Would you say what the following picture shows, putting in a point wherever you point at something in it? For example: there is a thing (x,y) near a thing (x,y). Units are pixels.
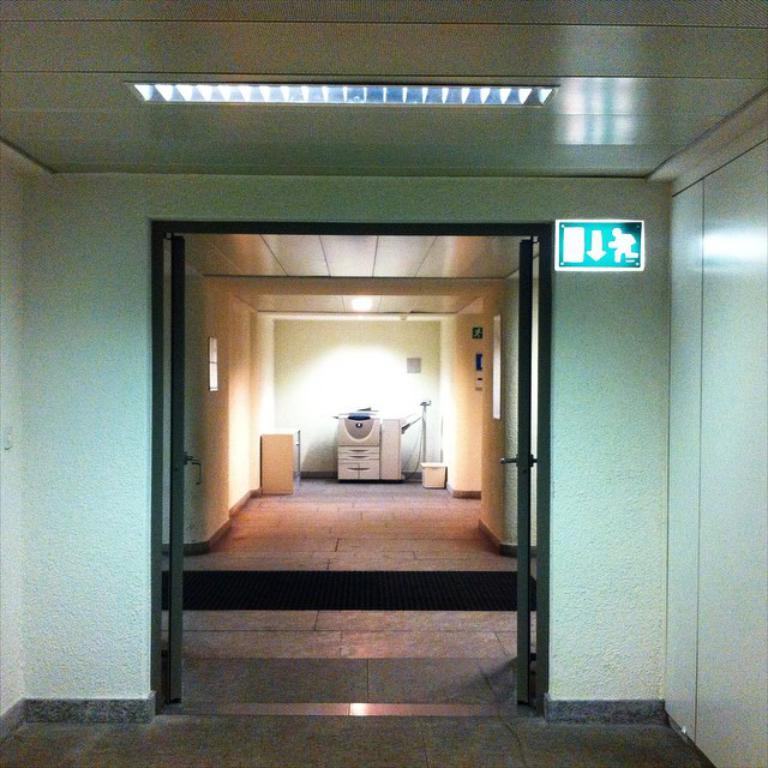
In this picture we can see the view of the corridor (266,660). Behind there is a xerox machine (365,454) and white wall (293,403). In the front (166,667) we can see the door (155,663) and on the right top corner (561,228) there is a green caution board (561,228).
